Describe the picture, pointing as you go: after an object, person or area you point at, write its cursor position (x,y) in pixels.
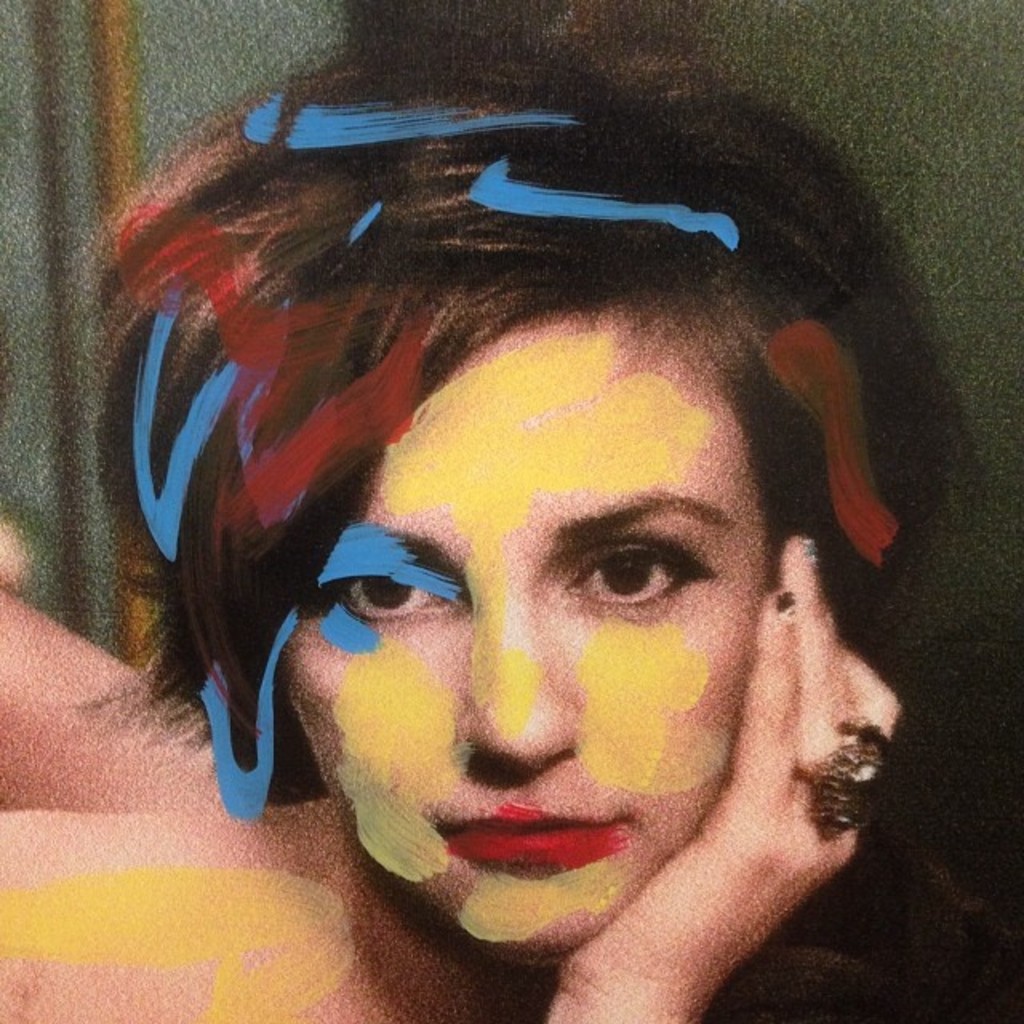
In the picture I can see a woman (358,662) on which we can see a painting (504,810) on her face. This picture is slightly blurred.
